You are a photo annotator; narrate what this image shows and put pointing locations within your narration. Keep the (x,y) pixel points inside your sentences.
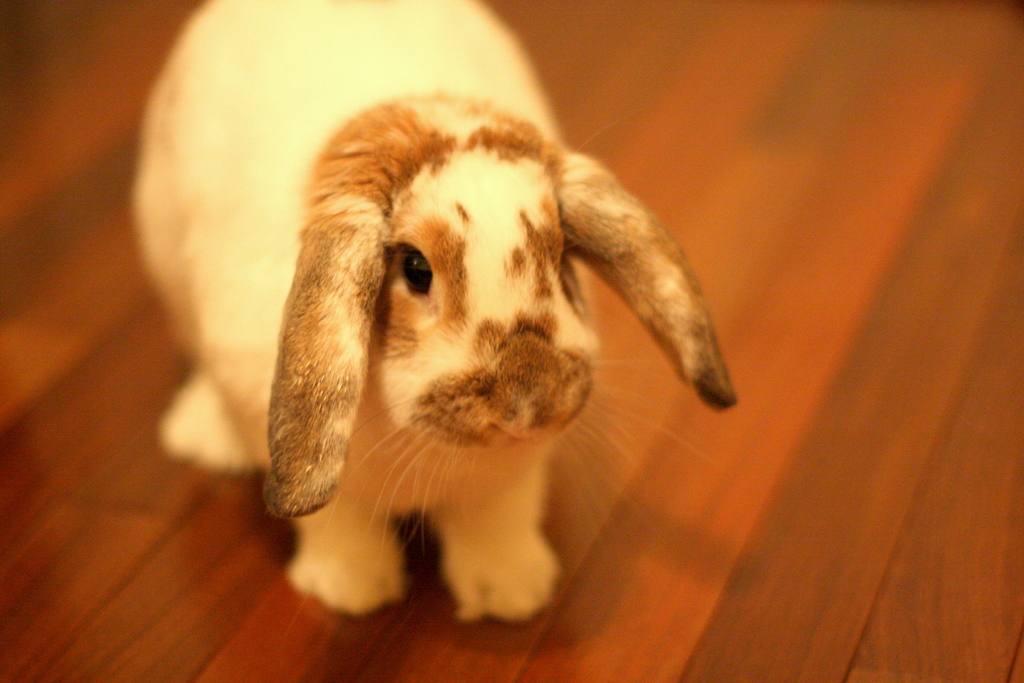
In this image I see a rabbit (383,14) which is of white and brown in color and I see the brown color floor (617,419).
